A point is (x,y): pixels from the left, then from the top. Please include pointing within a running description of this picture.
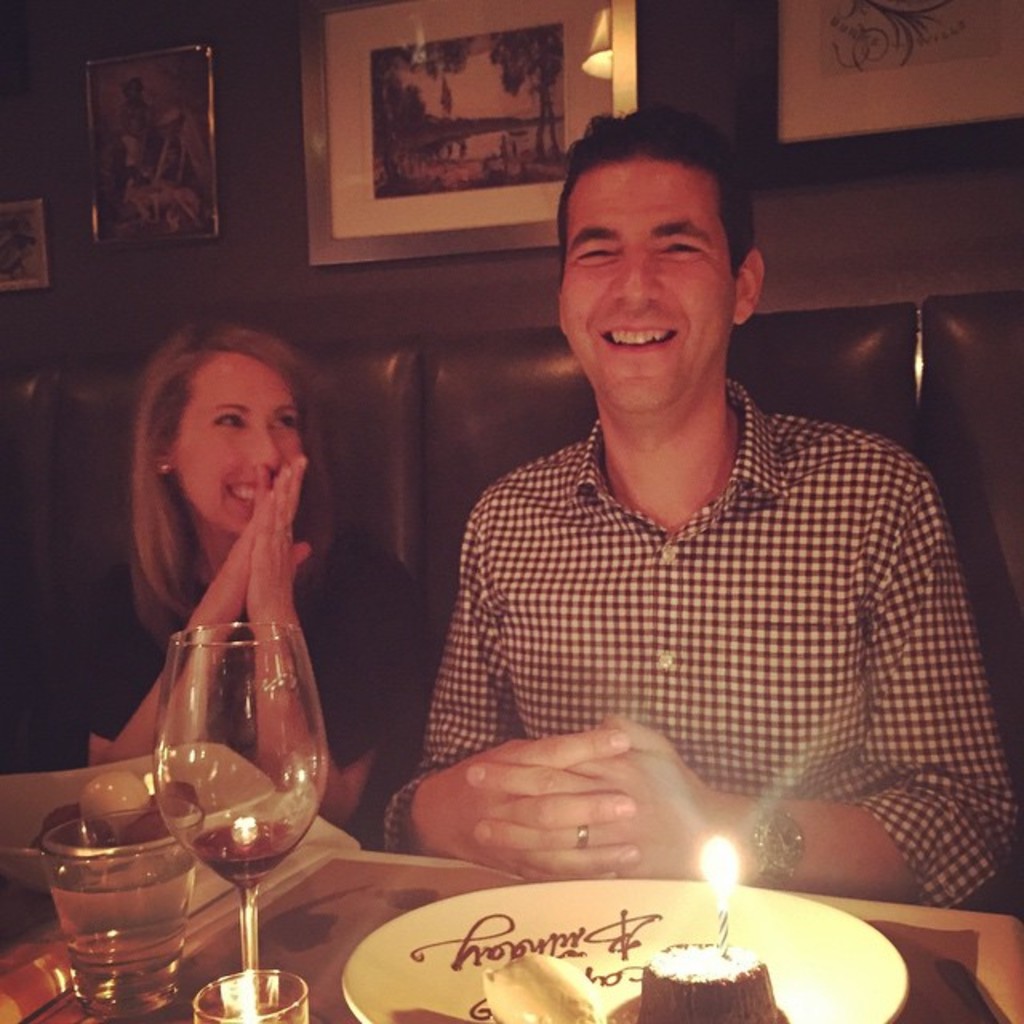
In this image there is a couple (559,613) sitting on a sofa (345,520) with a smile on their face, in front of them there is a cake (765,965) with a candle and other food item (515,967) on the plate (533,949), glasses (284,992) and a few other objects (264,999) placed on the table (967,914). In the background (324,144) there are a few frames (901,62) hanging on the wall (273,269).
